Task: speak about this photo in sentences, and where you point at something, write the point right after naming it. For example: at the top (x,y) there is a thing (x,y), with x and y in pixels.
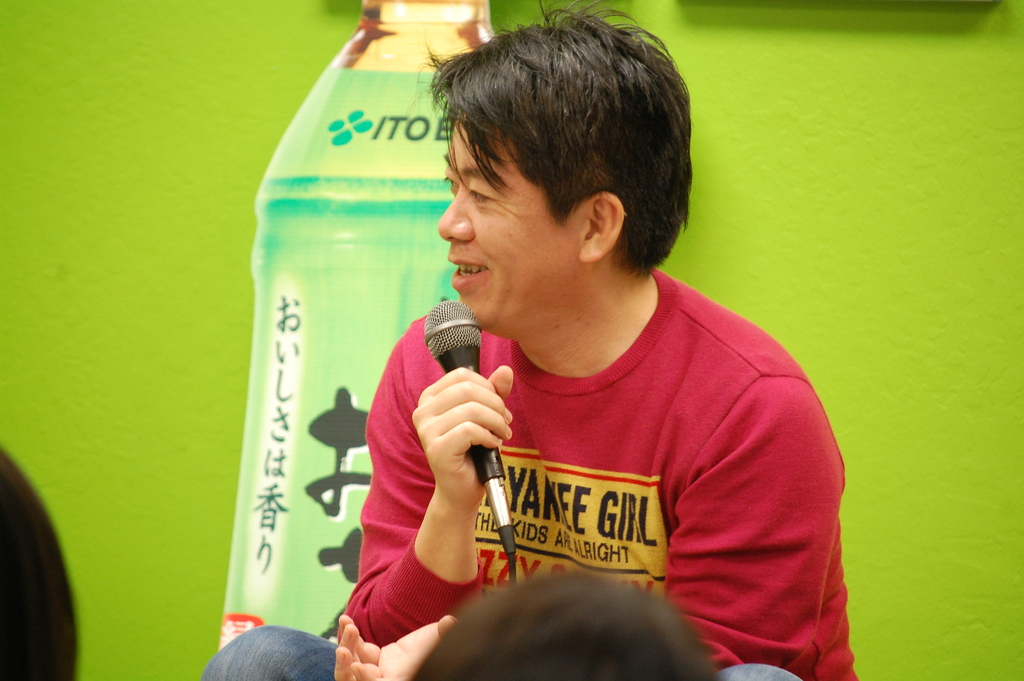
In this image, In the middle (677,454) there is a man (635,457) holding a microphone (501,493) and talking something, In the background (844,425) there is a green color wall (841,153).
